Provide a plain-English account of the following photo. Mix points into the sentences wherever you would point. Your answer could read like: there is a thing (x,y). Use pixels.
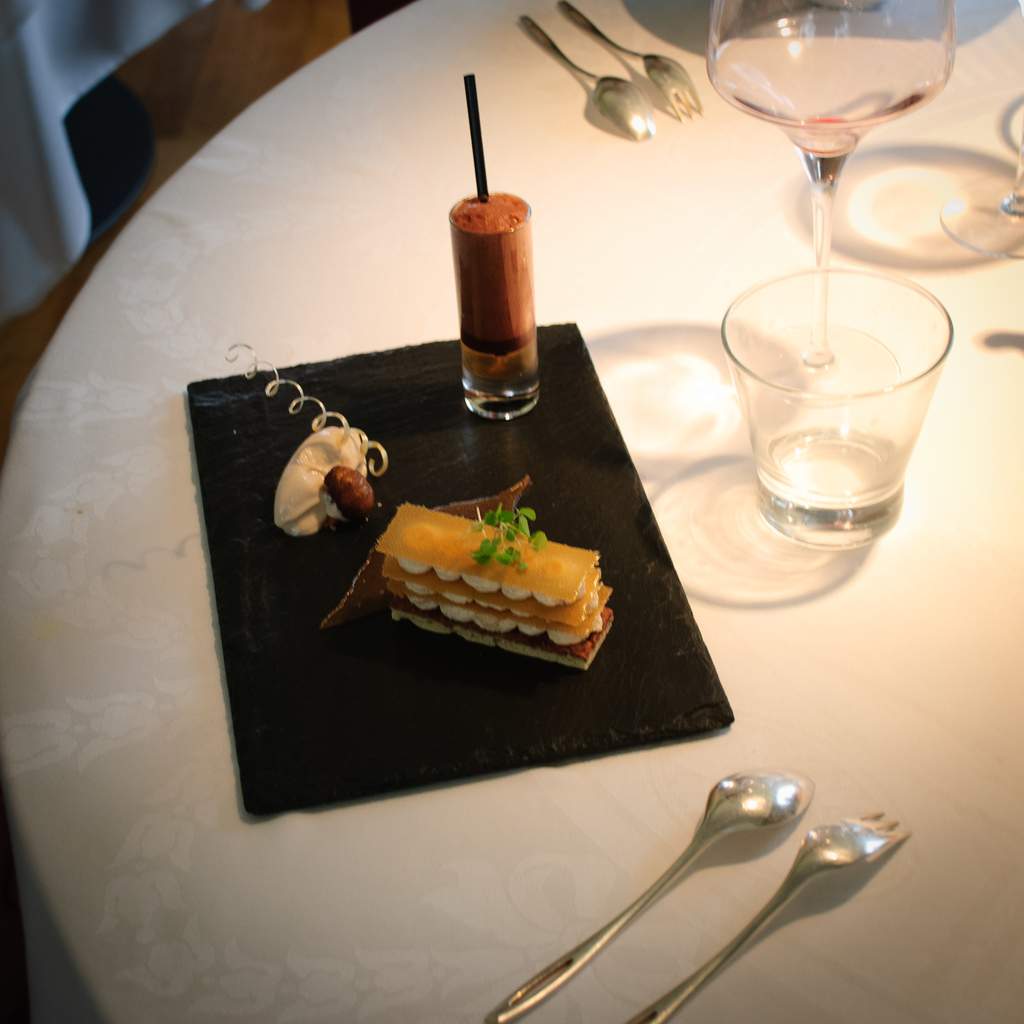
In this picture i could see a white colored dining table (178,430), on the dining table (310,950) there is some dessert (450,608) placed on the black color plate (543,501) and beside the dessert (468,504) there is a drink (497,322) with straw (474,125) in it and beside this plate (627,480) there are glass (818,385) and wine glass (811,90) spoons (645,111) and fork (681,90) placed on the dining table (550,209). To the left corner of the picture (54,76) i could see some white colored curtain (79,62) and brown colored floor (238,45).
